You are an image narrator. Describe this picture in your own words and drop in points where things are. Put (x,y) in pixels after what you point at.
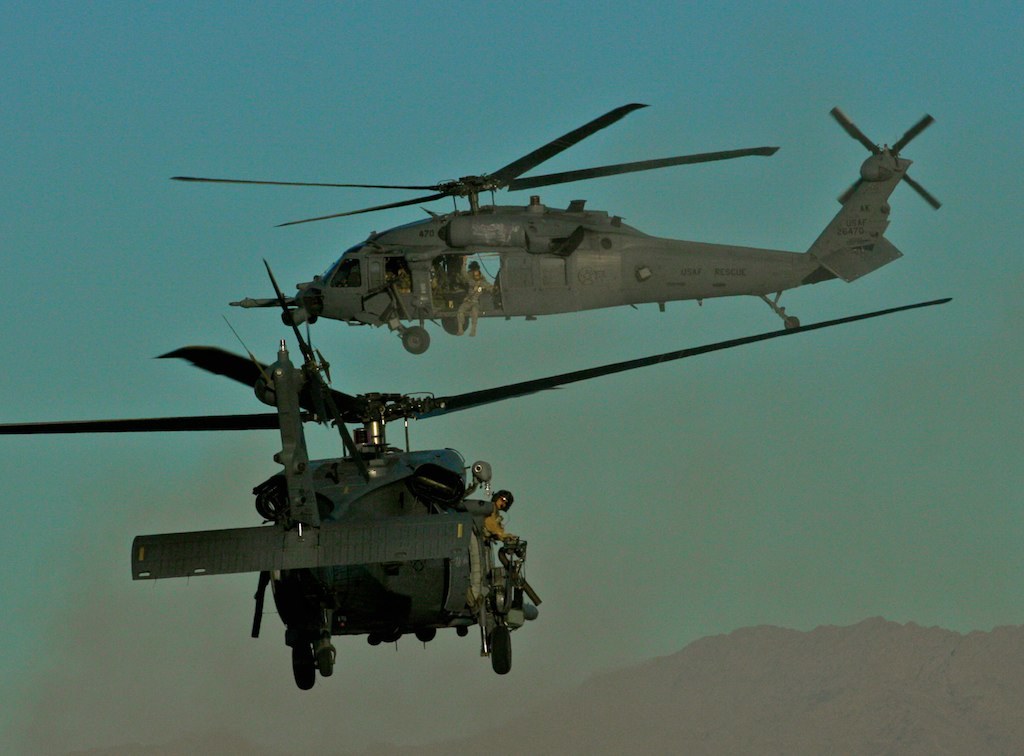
In this image I can see two aircrafts (310,641) in the air (552,580) and mountains (673,711). In the background (718,379) I can see the blue sky (475,72). This image is taken may be during a day.
